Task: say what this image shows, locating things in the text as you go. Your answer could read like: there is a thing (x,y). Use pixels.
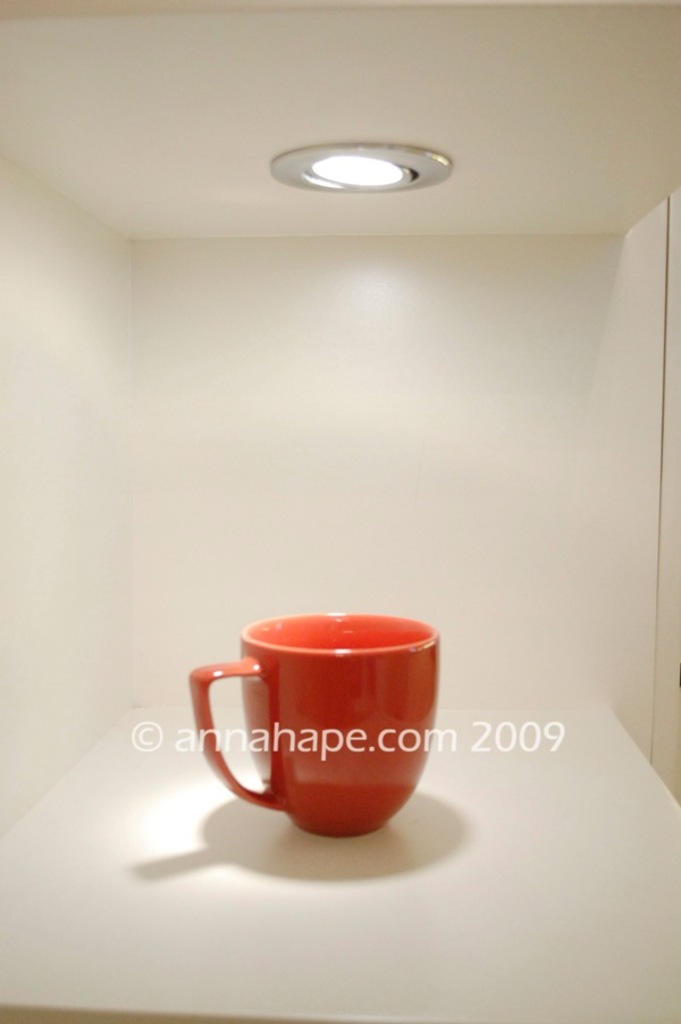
There is a red cup (339,708). There is a white background (422,195) and a light (395,177) is present on the top (405,178).
